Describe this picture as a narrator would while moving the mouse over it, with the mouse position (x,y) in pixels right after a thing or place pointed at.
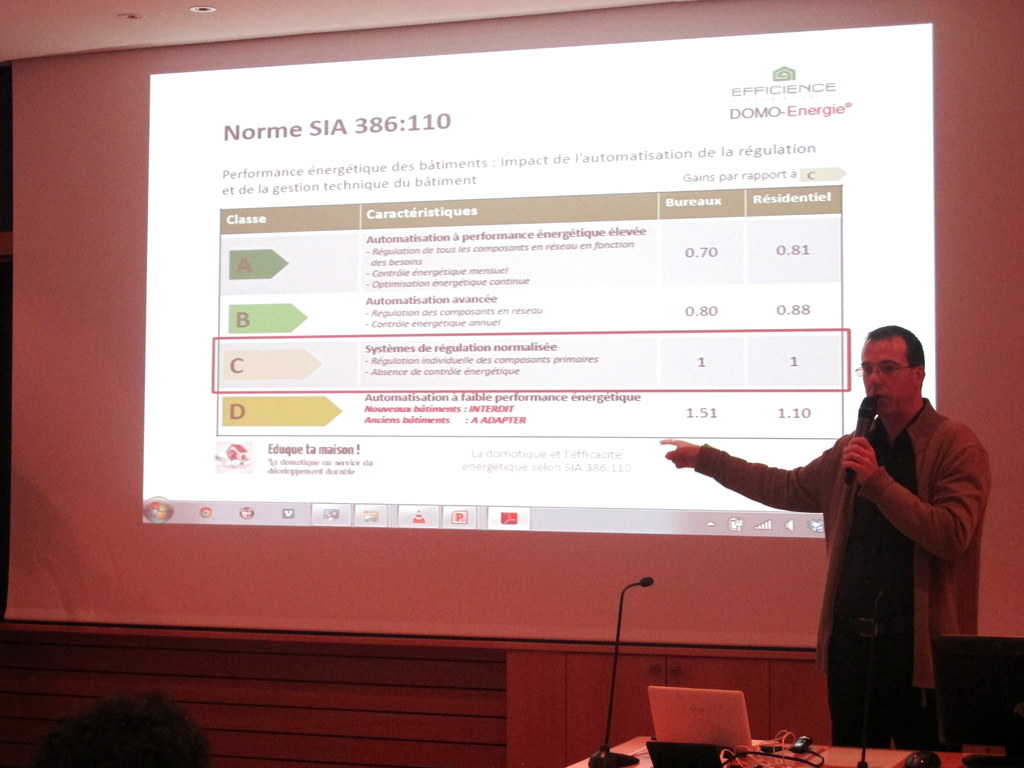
In this image we can see a man (909,560) holding a microphone (867,427) in his hand (865,460) is standing. In the foreground of the image (152,743) we can see laptop (741,733), microphones (610,734), mouse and a monitor (980,718) placed on the table (945,762), we can also see a person (109,747). At the top of the image (808,88) we can see the projector screen (396,64) with some text (813,178) on it.
